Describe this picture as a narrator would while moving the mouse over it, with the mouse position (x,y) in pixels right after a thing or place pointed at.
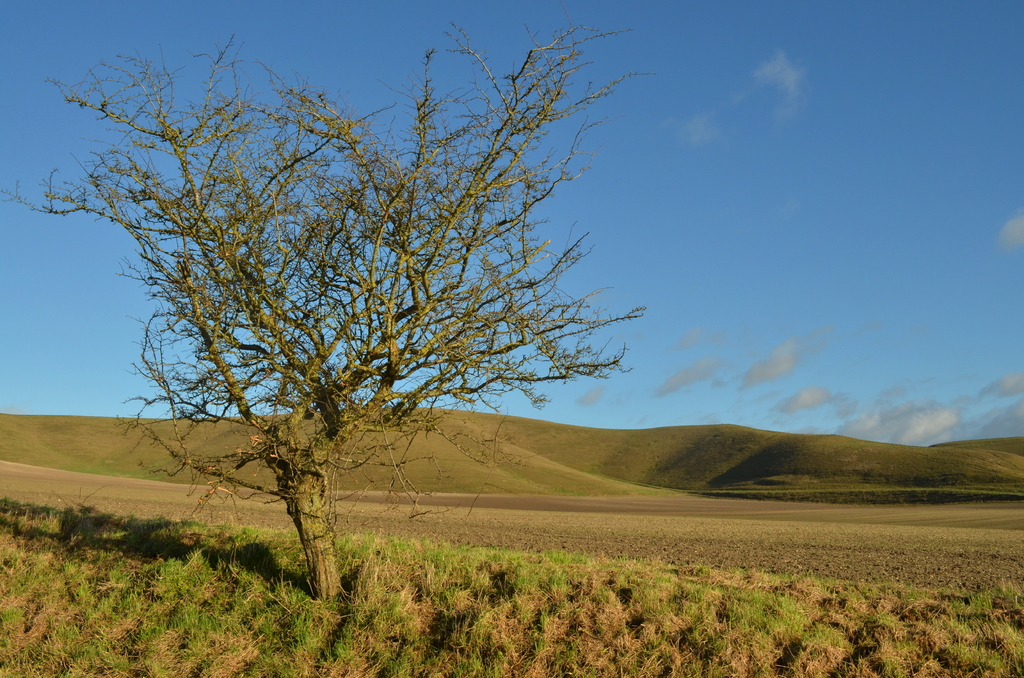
At the bottom of the image (503,610) I can see the grass (517,586). On the left side of the image (287,408) I can see one tree (286,442). There is a sky (737,218) on the top of this image (754,194).
